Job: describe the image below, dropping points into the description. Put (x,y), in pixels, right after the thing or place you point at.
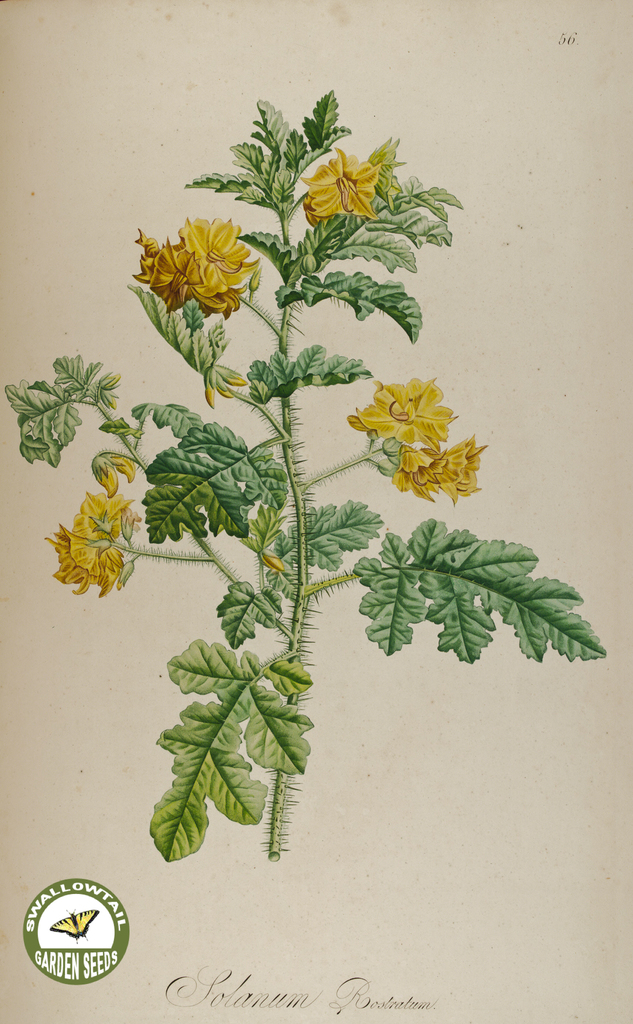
This is the picture of a painting (406,599). In this image there is a painting (409,549) of a plant (409,549) and there are yellow color flowers (458,454) on the plant (510,560). At the bottom (399,1006) there is a text (399,1006) and logo (59,953).
